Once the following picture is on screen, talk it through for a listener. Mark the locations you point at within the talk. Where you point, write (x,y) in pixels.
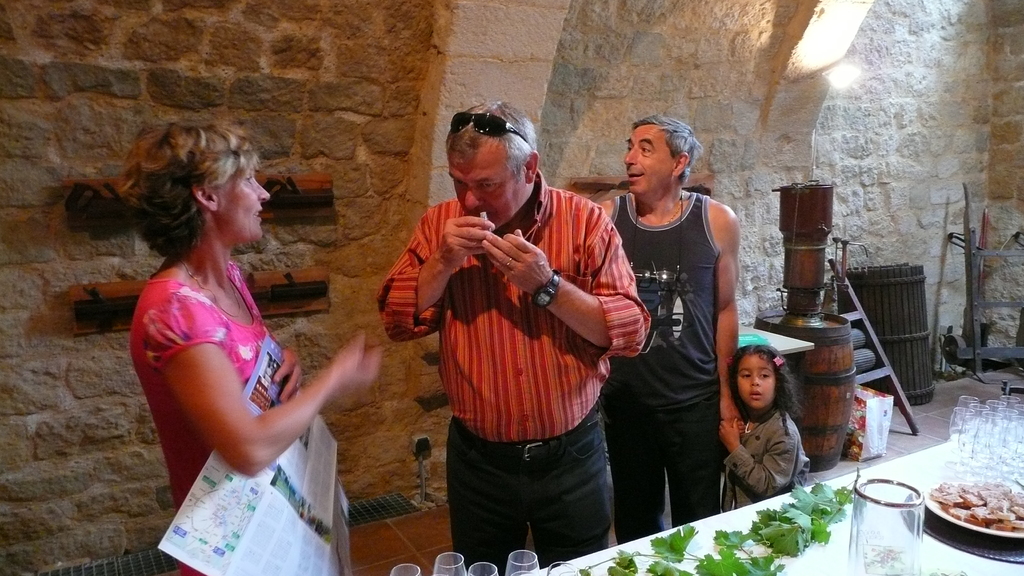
At the bottom (973,420) on the right side (892,548) we can see glasses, jar (874,548), items (957,514) in a plate (965,524), leaves (706,566) are on a table (837,549) and there are few persons (547,346) standing at the table (818,553) and a woman (241,433) on the left side (238,446) is holding a paper (261,484) in her hand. In the background (795,302) there is an object (797,319) on a barrel (834,366), wooden and metal objects (953,350) and a light (849,69) on the wall (734,96).
